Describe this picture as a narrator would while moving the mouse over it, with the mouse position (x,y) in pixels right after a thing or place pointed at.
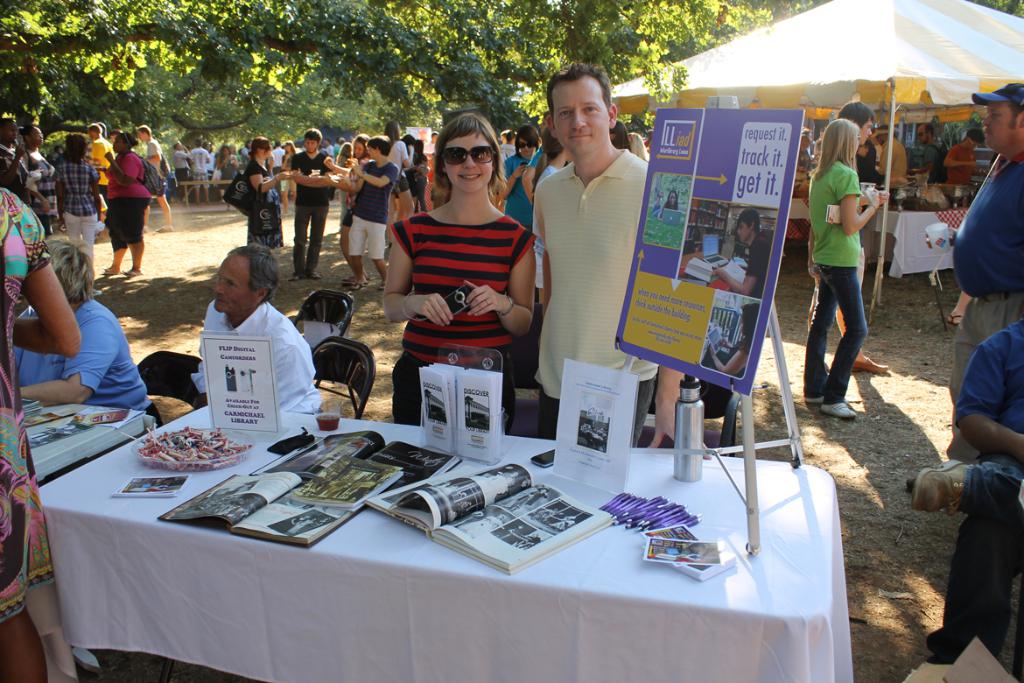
Few people (61,373) sitting on chairs (176,382) and few people (130,269) standing and this woman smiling and holding an object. We can see books (372,482), pens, boards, bottle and objects (658,547) on tables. Background (940,31) we can see people (833,192), tent (933,57), objects (927,180) on tables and trees (578,3).
